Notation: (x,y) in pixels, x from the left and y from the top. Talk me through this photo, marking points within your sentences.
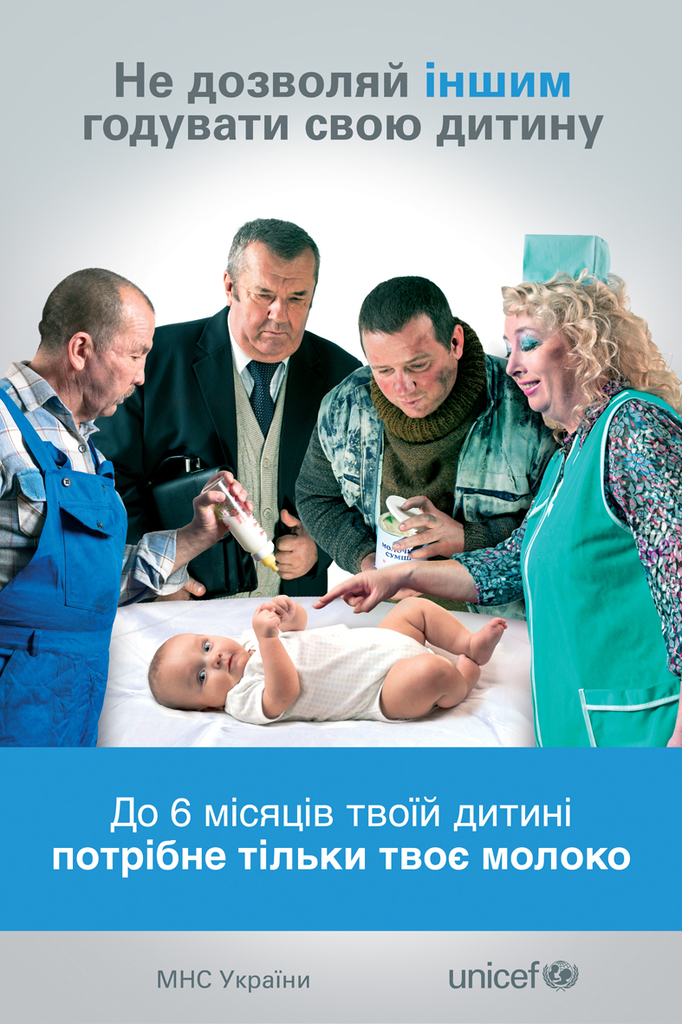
This image consists of a poster (229,263) with a few images (255,385) and there is a text (147,141) on it. In the middle of the image (333,540) three men (174,434) and a woman (522,387) are standing and they are playing with a baby (308,669). A baby (298,641) is lying on the white surface (248,725).
